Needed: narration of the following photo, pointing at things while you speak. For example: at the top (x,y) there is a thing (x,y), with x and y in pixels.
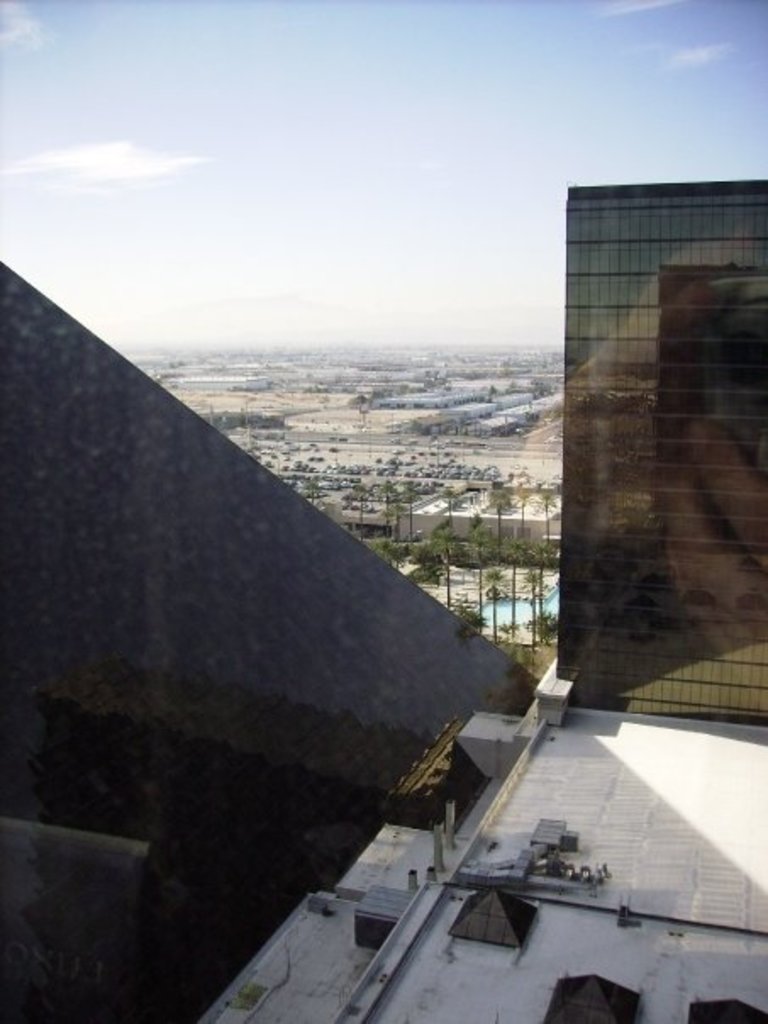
In this image I can see the roof (520,855) of the building (592,879). In the background (458,565) I can see few trees (453,544), few buildings (458,514) and the sky (416,111).
